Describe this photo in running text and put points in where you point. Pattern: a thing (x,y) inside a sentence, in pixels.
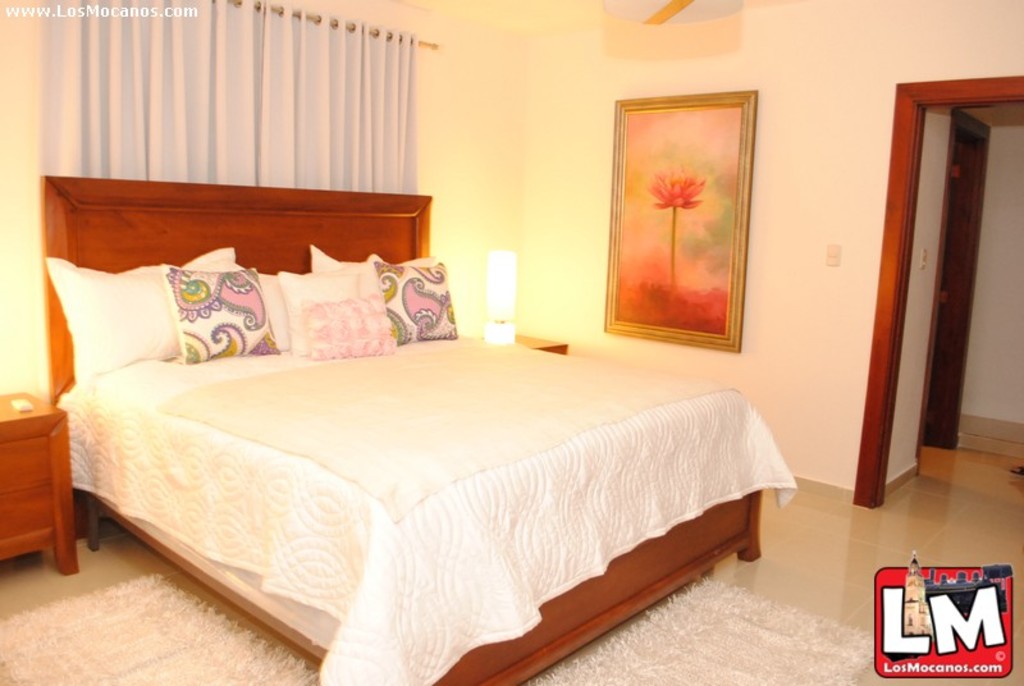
In this image we can see the inner view of a room (216,593). In the room (100,403) there are door mats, side table (30,521), cot (138,529), blankets (492,458), quilt (497,518), pillows (368,282), cushions (337,291), curtains (349,103), wall hangings (679,186) and an electric light (494,281) on the table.
